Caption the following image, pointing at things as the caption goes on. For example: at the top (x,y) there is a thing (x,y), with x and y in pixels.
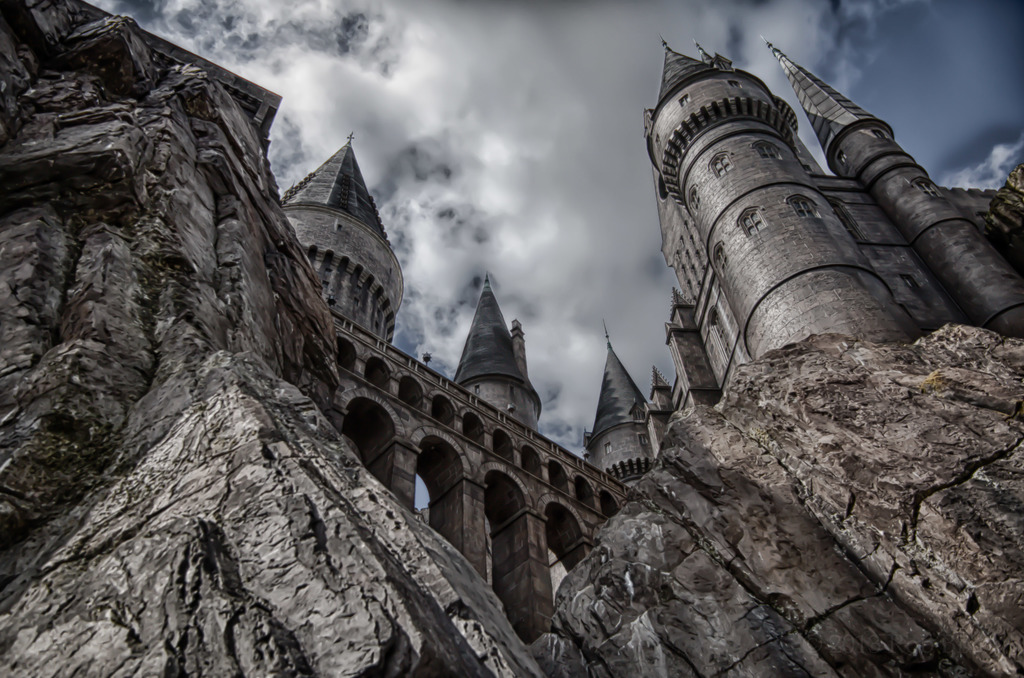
There are buildings (811,205) having roofs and windows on a mountain (939,615). In the background (579,108), there are clouds (857,27) in the sky (690,51).
